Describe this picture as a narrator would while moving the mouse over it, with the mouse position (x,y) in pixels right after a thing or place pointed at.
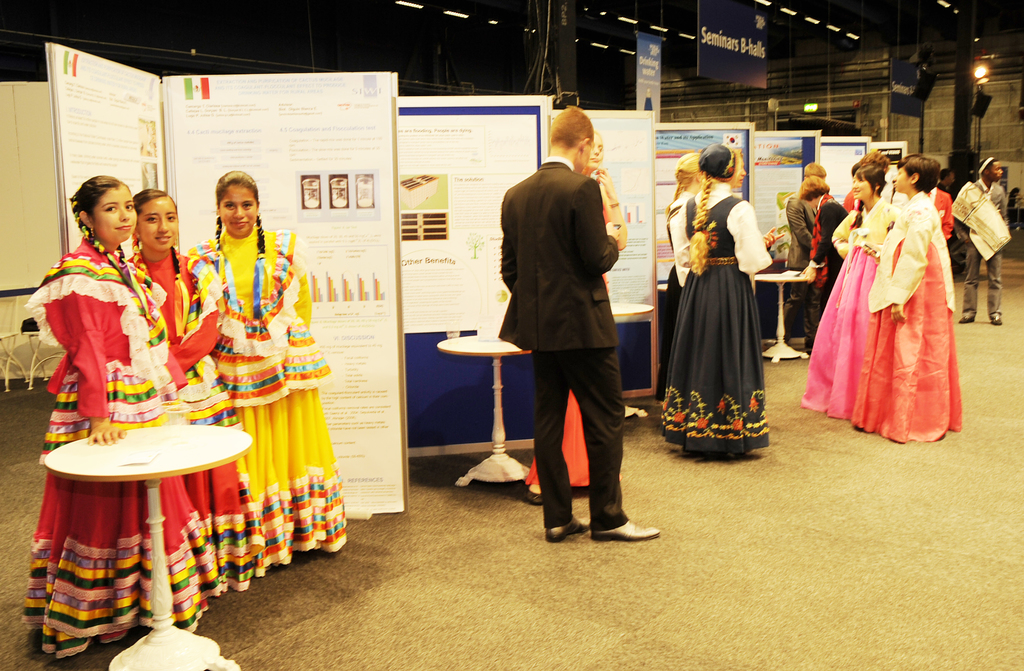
There are so many people (129,279) standing in a room (679,547) and man (590,240) with black blazer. Behind him there is a display board (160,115) and tables (210,468).
